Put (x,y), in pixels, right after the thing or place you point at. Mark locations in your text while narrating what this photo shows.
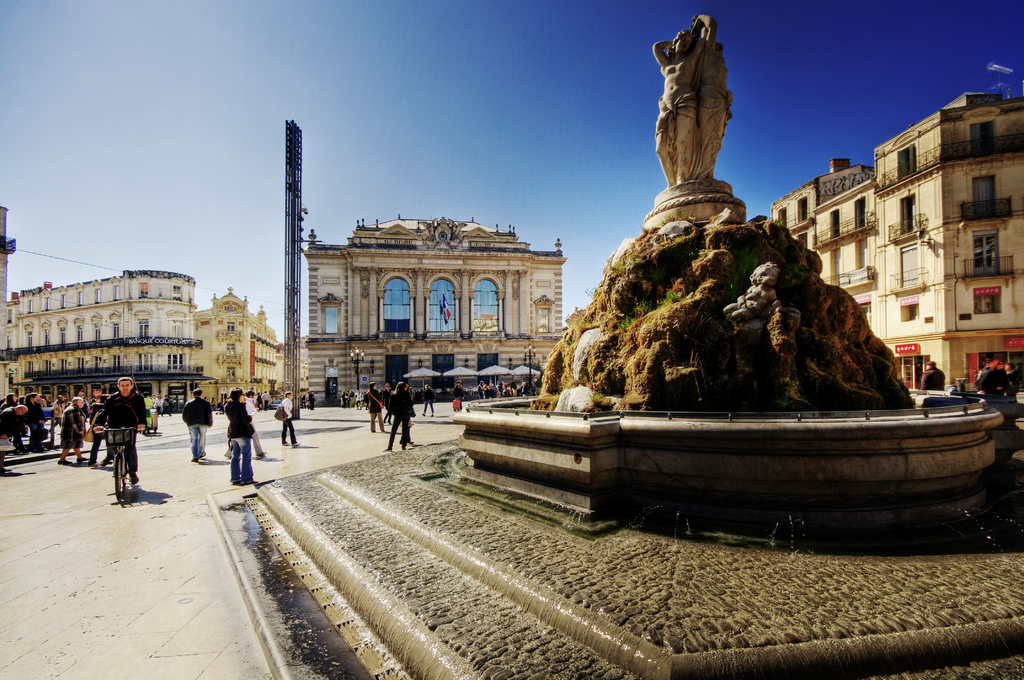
On the right side of the image (914,555) we can see a statue (660,206) and fountain (702,379) on the road (647,540). On the left side of the image (127,398) we can see a person (125,412) cycling on the road (75,475) and a group of persons (71,418). In the background (140,344) there are buildings (380,312), umbrellas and sky (467,140).
